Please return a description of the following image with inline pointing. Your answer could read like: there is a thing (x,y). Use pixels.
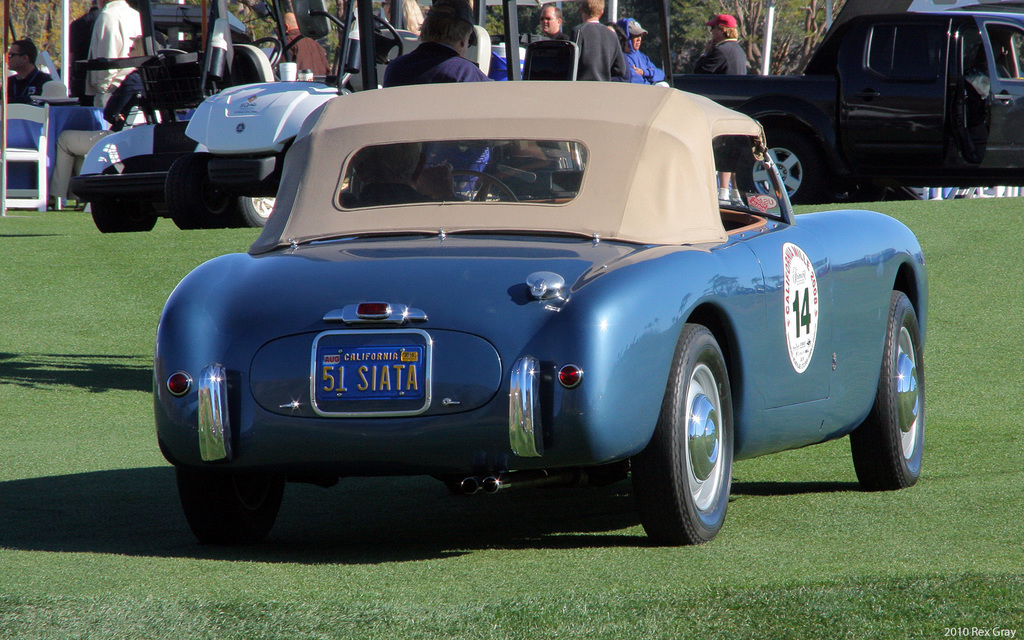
In the foreground of this image (525,324), there is a car (484,440) on the grass (436,522). In the background (287,113), there are few vehicles (892,46) and few men (446,46) standing and sitting. Behind them, there are trees (811,15).
